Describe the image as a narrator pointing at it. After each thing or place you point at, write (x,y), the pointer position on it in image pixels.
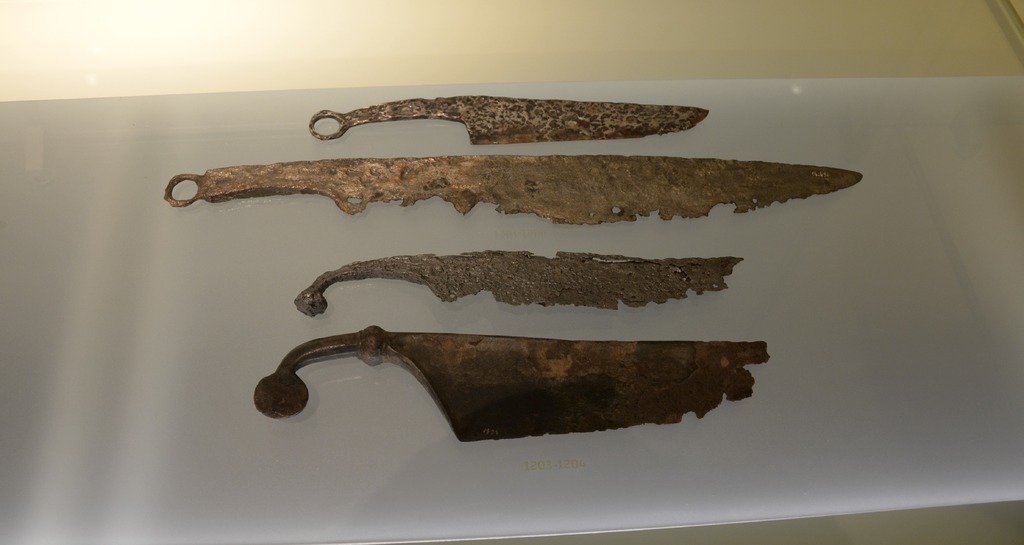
In this picture there are metal objects (632,272) on a table (899,326). In the background (749,35) there is a floor (904,530).
